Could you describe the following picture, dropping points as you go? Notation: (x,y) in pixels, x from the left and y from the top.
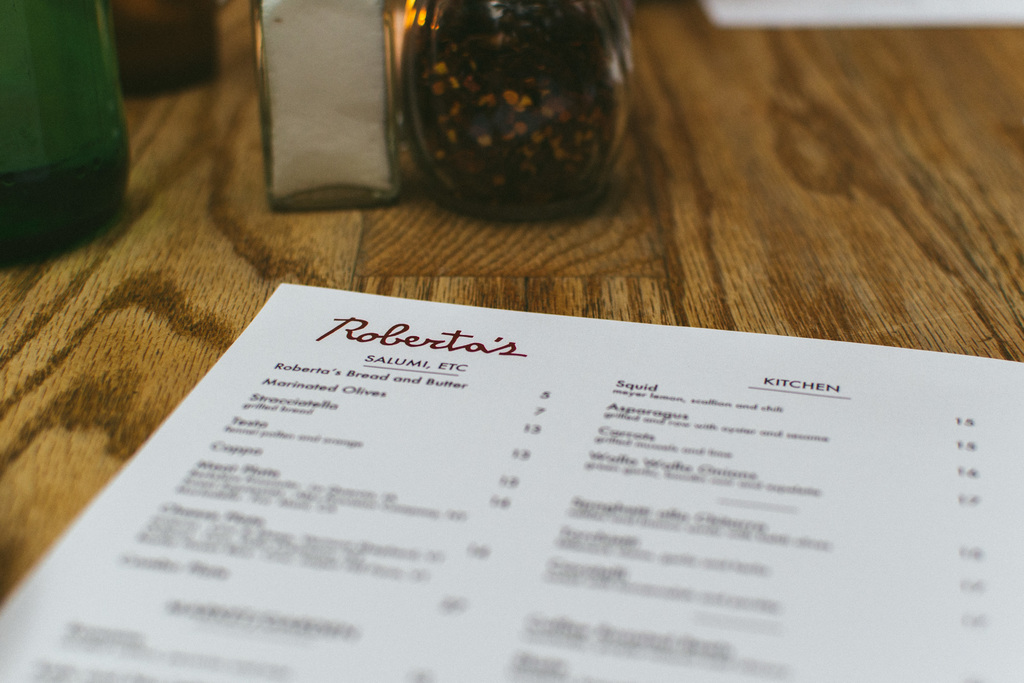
In this image I can see a brown colored surface (787,193) and on the surface (807,213) I can see two pieces of papers (781,398) and few bottles (427,74) which are green, white and brown in color.
